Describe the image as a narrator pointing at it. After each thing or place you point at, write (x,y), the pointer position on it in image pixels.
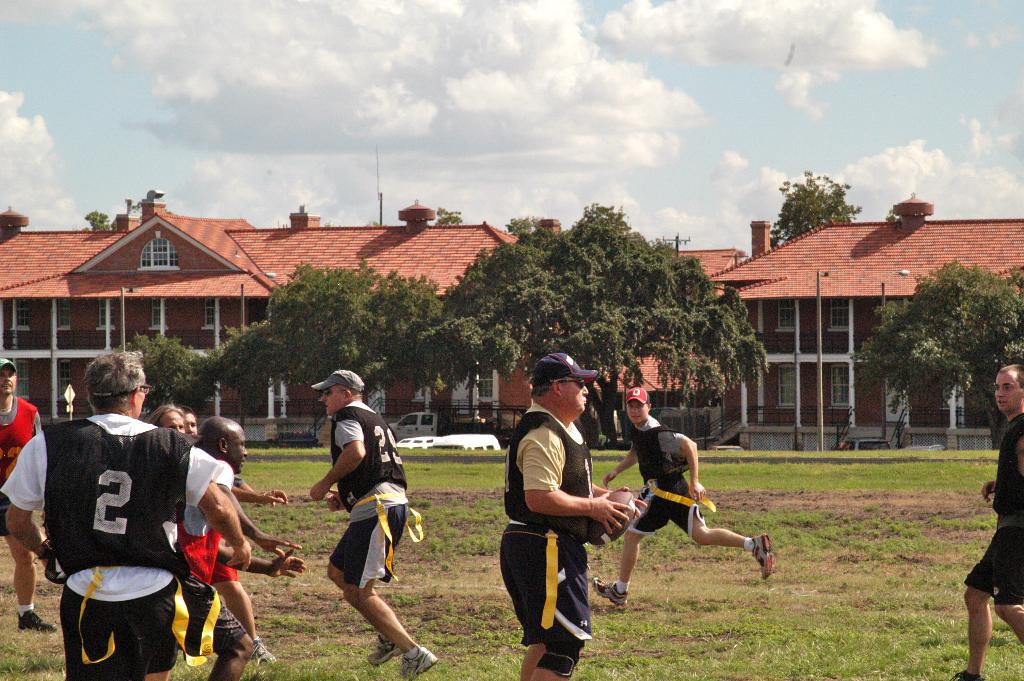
In the image I can see the ground (732,574), some grass (735,606) on the ground (730,626) and few persons (575,526) are standing on the ground (447,460). In the background (257,353) I can see few buildings (442,403), few trees (285,341), few poles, few vehicles (465,437) and the sky (639,134).
